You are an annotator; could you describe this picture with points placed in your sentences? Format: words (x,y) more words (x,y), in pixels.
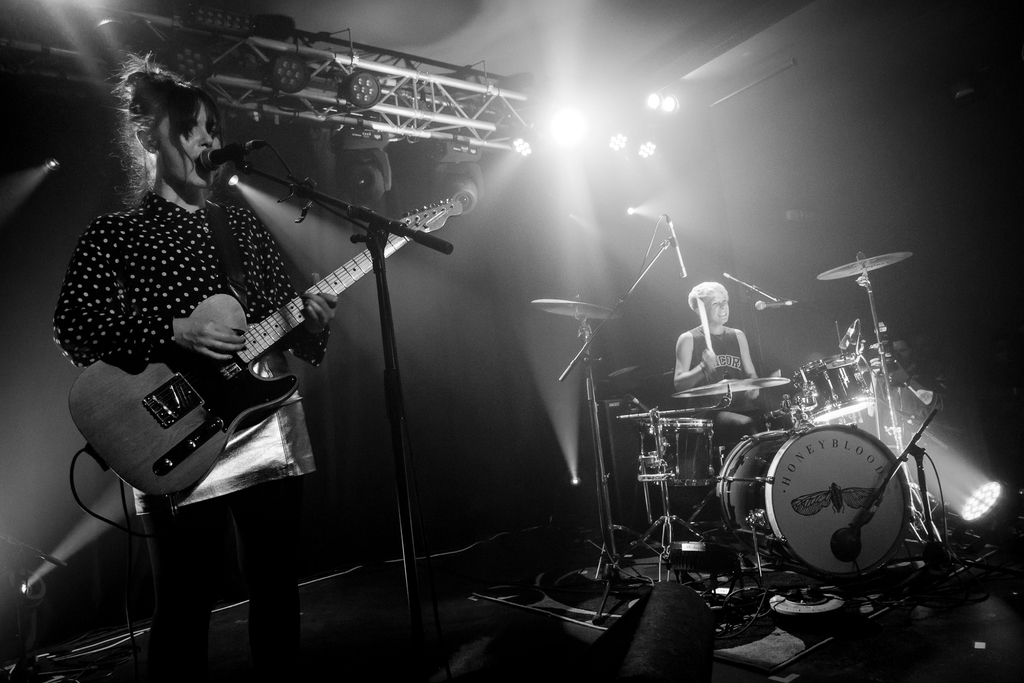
In this image I can see two people (164,92) where one is standing in front of a mic (215,160) and holding a guitar (81,411). Here I can see another one is sitting next to a drum set (758,484).
